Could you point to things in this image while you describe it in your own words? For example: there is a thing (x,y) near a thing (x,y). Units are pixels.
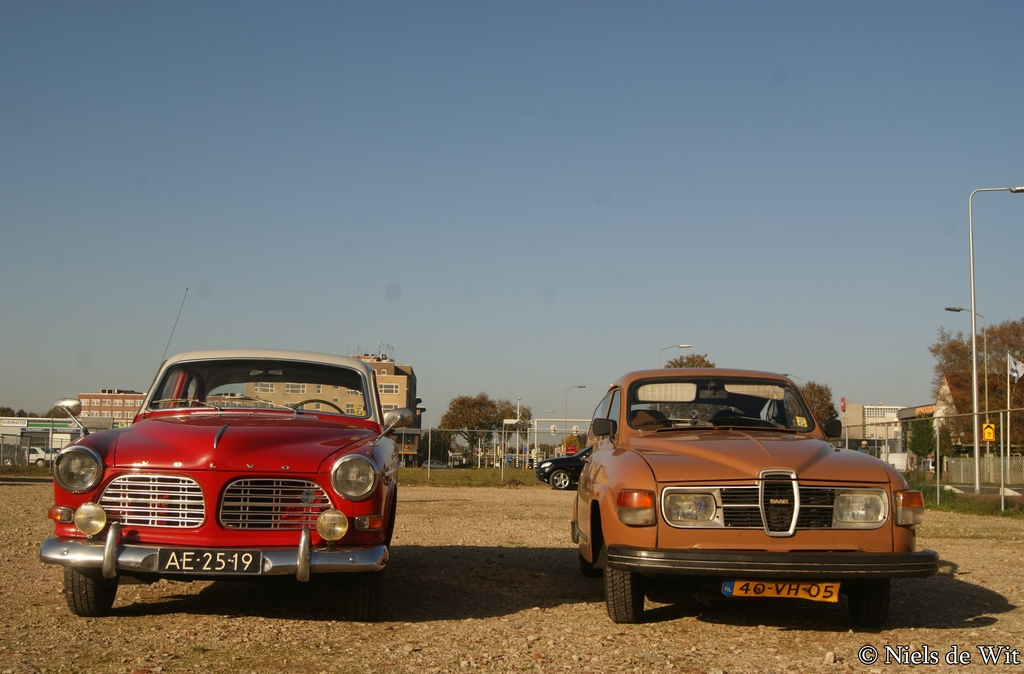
In this picture we can see vehicles (648,563) on the ground (651,628) and in the background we can see buildings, trees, electric poles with lights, sky (823,12) and some objects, in the bottom right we can see some text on it.
